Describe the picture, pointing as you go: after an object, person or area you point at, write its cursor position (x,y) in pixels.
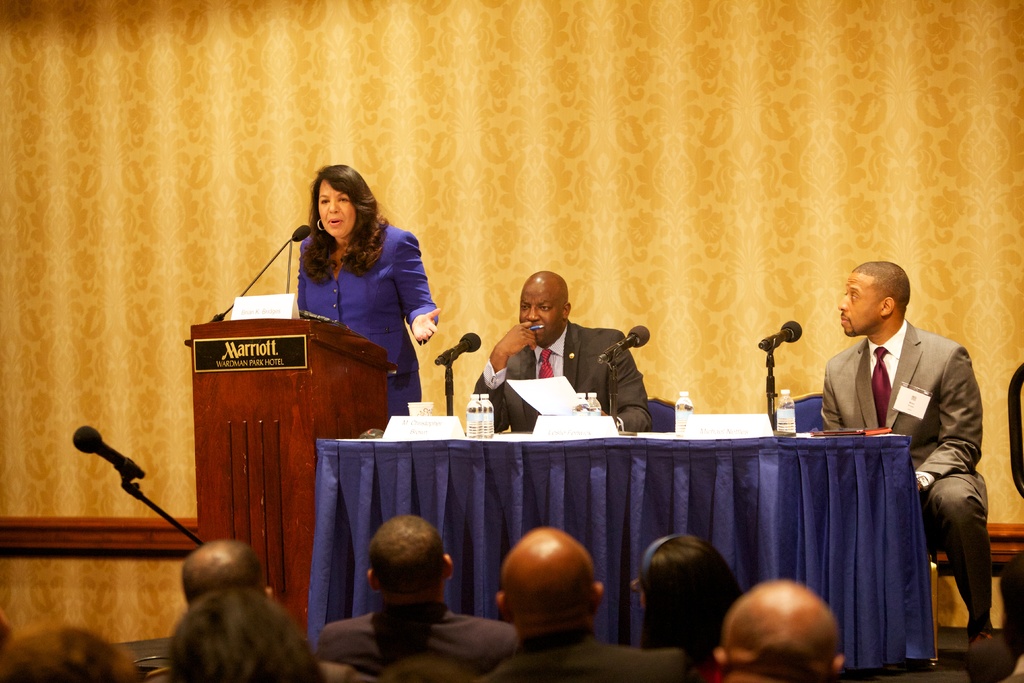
In this image there is a woman (339,301) standing near the podium (247,338) and speaking through the mic (259,277) which is in front of her. Beside her there are two other person (861,370) sitting in the chairs (808,406). In front of them there is a table (469,438). On the table (485,438) there are mics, bottle (481,419), papers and boards (406,424). At the bottom (684,575) there are few people (461,652) who are watching them. In the background (541,140) there is a curtain (536,124).
